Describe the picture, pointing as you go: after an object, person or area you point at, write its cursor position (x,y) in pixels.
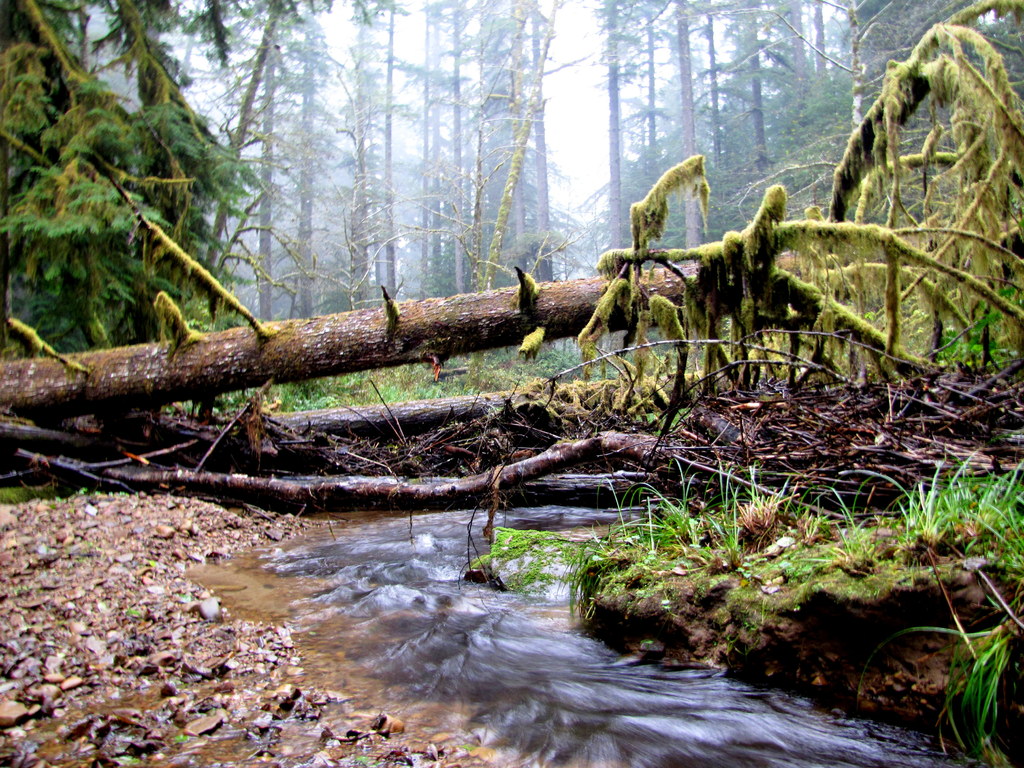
In the center of the image (578,313) we can see the wood logs (534,396). At the bottom of the image (493,624) we can see the water (398,643), grass (812,500), ground (204,600), dry leaves (211,628). In the background of the image (303,260) we can see the trees (755,152). At the top of the image (572,129) we can see the sky (574,26).
